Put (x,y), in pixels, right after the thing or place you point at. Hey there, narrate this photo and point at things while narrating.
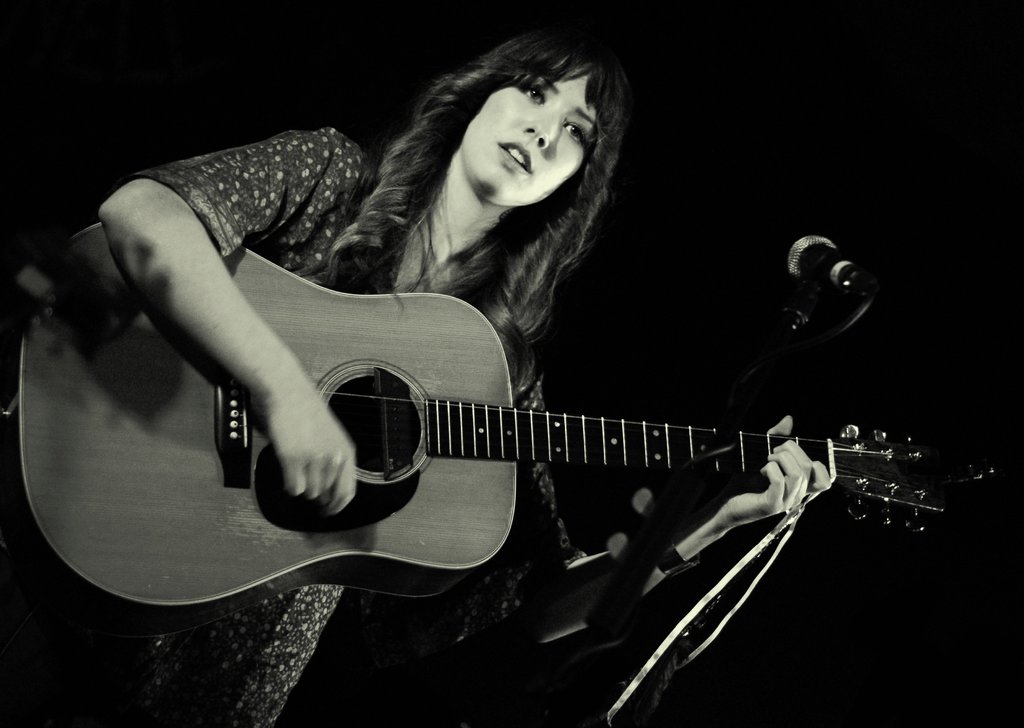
A lady (314,252) is standing and playing the guitar (473,518) with her hands (343,477).
